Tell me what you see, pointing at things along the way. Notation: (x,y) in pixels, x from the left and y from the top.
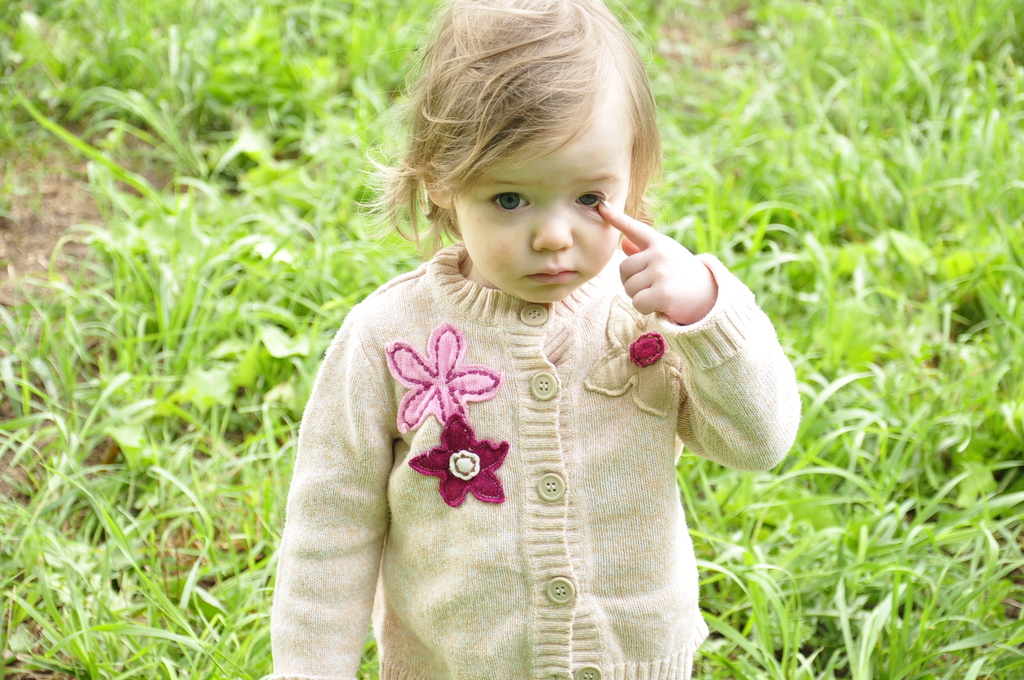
In this picture I can see a girl (515,405) is standing. In the background (278,357) I can see grass (386,248).
